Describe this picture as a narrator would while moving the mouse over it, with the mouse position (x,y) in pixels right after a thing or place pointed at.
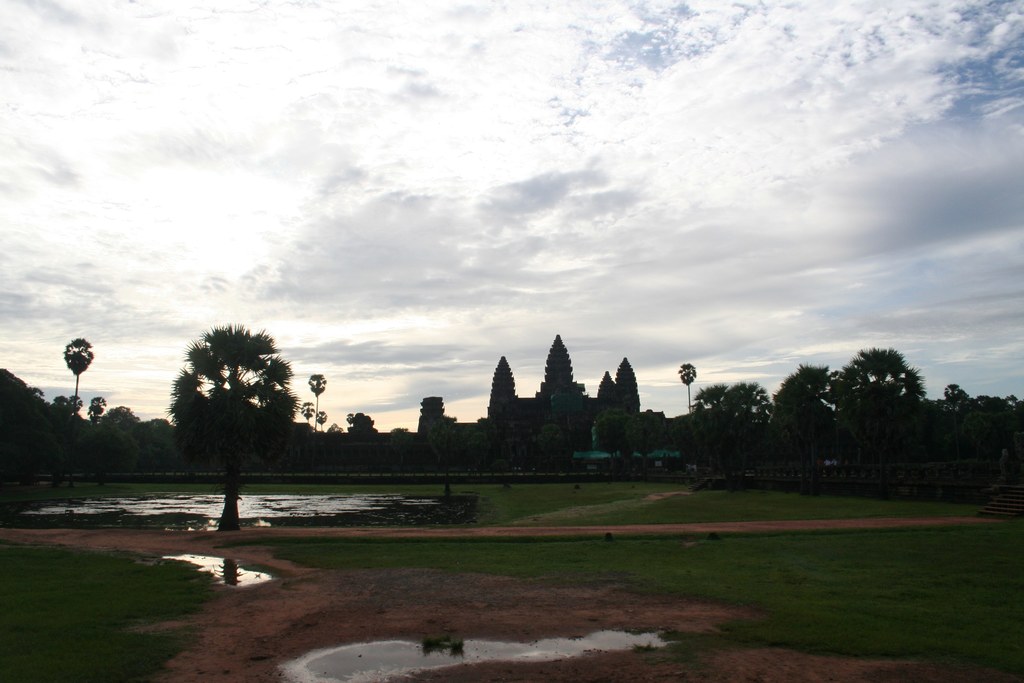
There is a beautiful scenery (460,576) and grass (22,491), around that there are plenty of trees (749,428) and in the background (531,350) there is sky (631,258).
